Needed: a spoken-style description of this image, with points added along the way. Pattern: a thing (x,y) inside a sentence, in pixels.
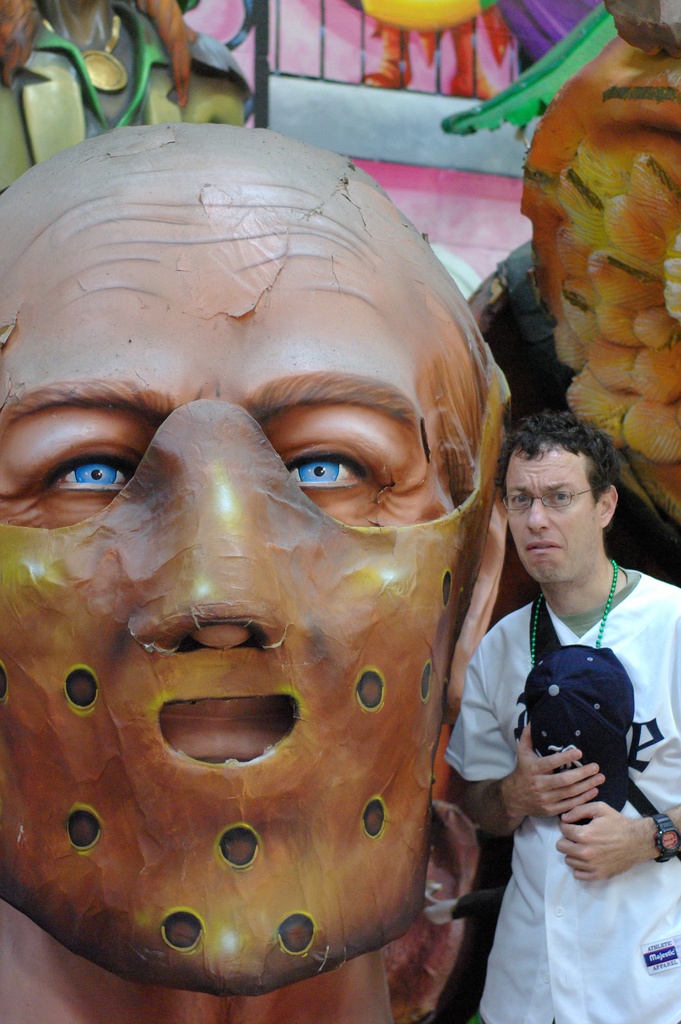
In this image I can see a person (676,1000) standing beside the mask (328,736). The person (515,983) is wearing white dress (617,902) and holding a black cap (571,659), and the wall (376,93) is in multicolor.
